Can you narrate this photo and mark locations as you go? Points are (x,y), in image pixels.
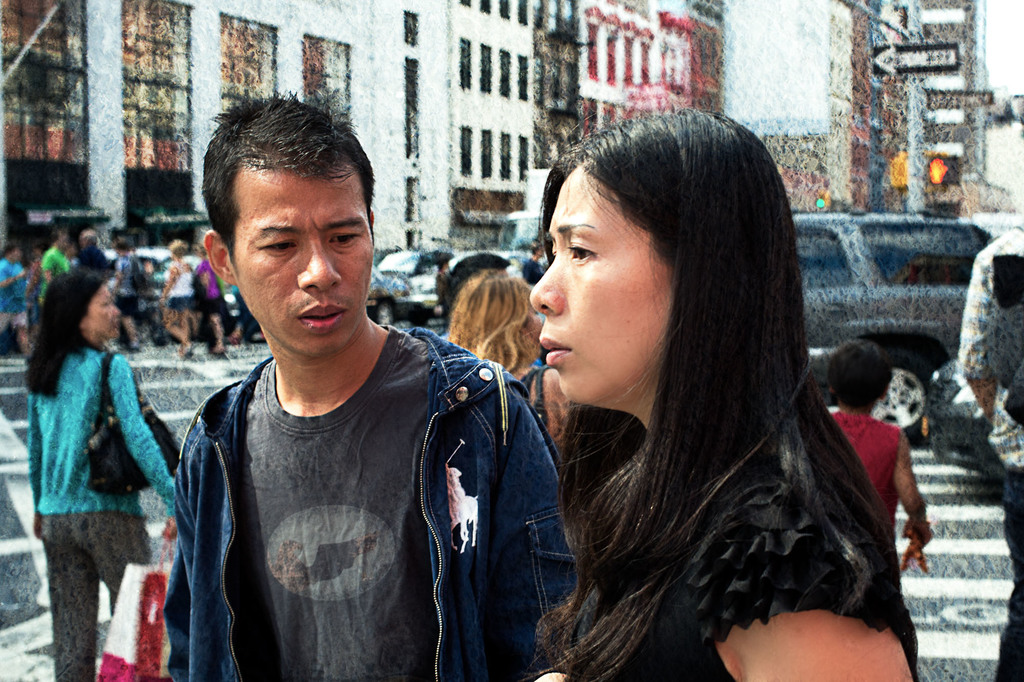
Here we can see two people (356,465). This man (364,454) is looking at this woman (602,530). Background (913,258) we can see people (982,339), buildings (850,112), signboards (931,68) and vehicles (816,361).
